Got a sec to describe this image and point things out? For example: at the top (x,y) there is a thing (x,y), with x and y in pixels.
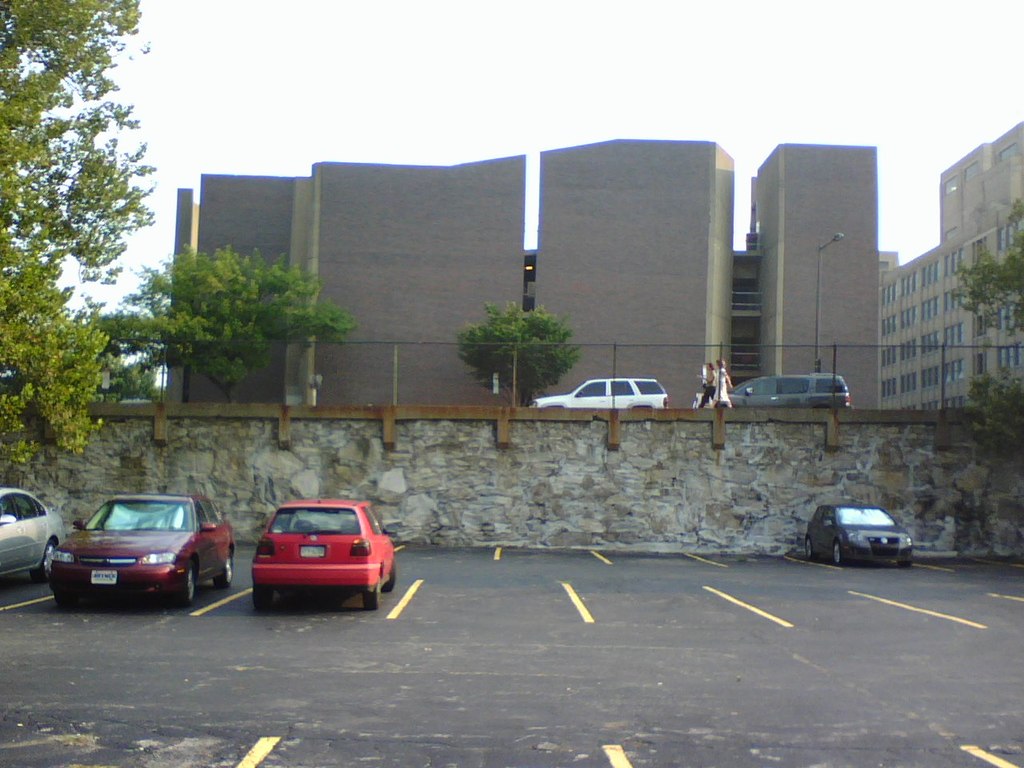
In this image, there are a few vehicles (749,395), trees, poles (837,235), buildings (809,258) and a few people (703,397). We can also see the ground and the sky (607,79). We can also see the fence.
